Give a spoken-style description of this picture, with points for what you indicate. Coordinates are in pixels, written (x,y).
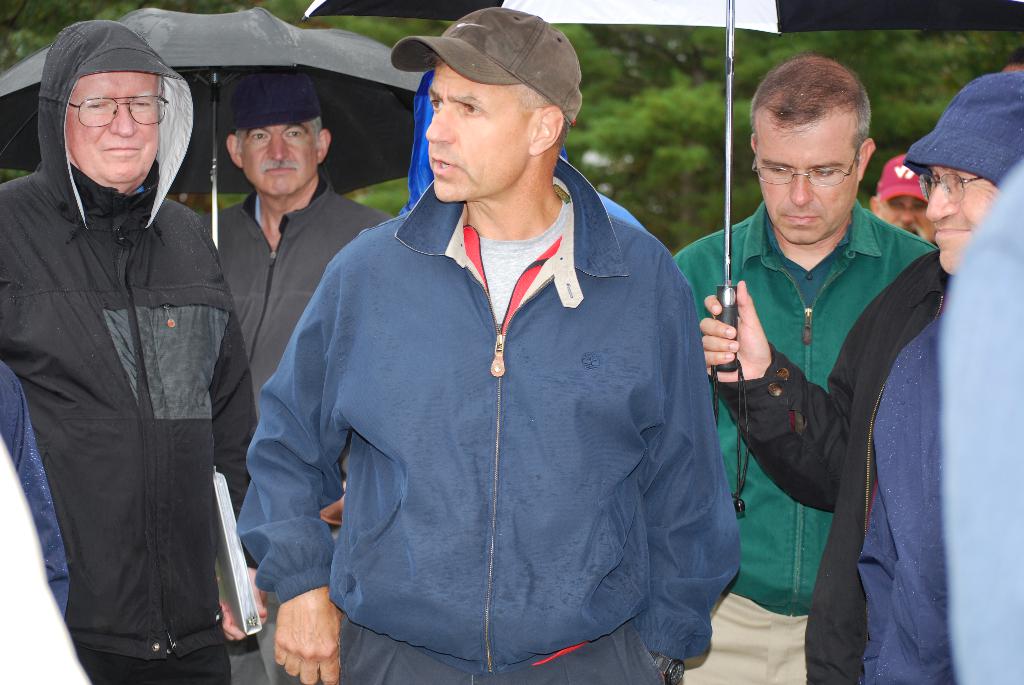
This picture shows few people (393,252) standing and few of them wore caps (271,114) on their heads (105,79) and couple of them holding umbrellas (394,130) in their hands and few of them wore spectacles (808,175) on their faces (121,119) and we see a man (235,484) holding a file (247,569) in his hand (261,601) and all of them wore coats (729,405) and we see trees (680,104) on the back (619,106).
